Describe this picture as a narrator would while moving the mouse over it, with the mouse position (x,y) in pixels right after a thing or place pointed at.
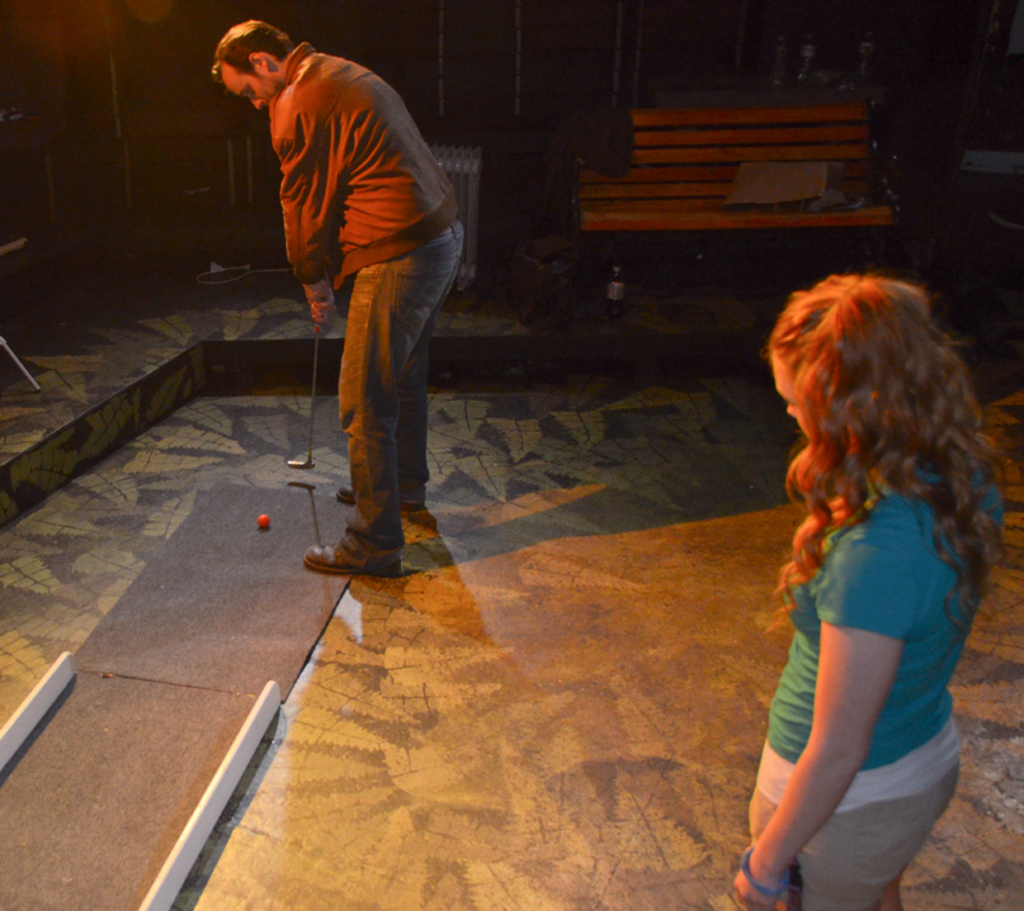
In this picture there are two people (815,628) standing, among them there's a man (357,348) holding a stick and we can see ball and floor (268,563). In the background of the image (571,126) we can see bench (697,193), bottles (779,72) and objects (583,158).
